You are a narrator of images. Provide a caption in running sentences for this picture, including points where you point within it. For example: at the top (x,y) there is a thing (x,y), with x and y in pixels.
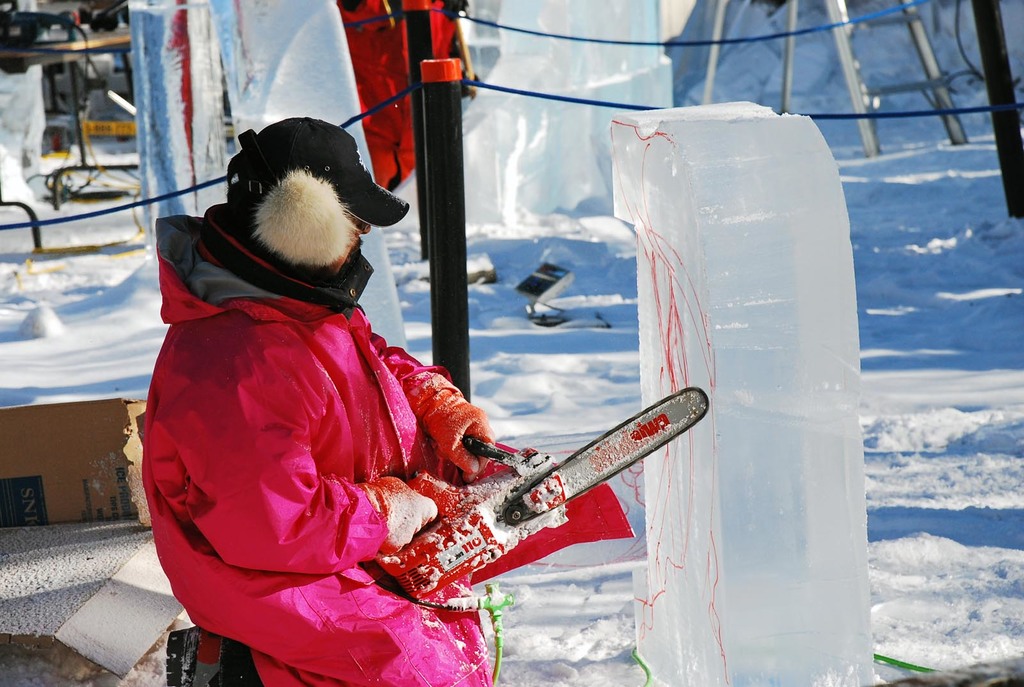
In this image we can see a person (195,641) wearing pink color jacket (393,405), cap (373,191) and shoes (225,664) is holding chain saw (477,522) and cutting the ice (711,390). In the background (1007,33), we can see the fence (419,104), ladder (920,73) and a few more objects (121,115).
